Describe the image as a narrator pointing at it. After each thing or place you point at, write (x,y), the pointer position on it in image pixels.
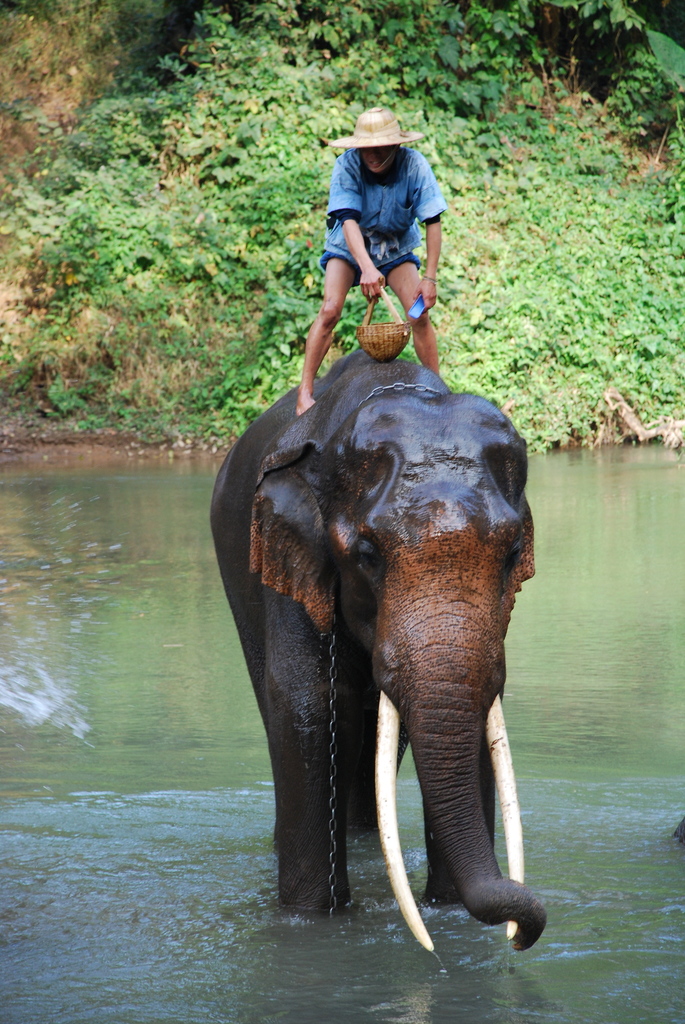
This image is taken outdoors. At the bottom of the image (196,837) there is a pond (286,913) with water (524,681). In the background (160,236) there are a few trees (136,292) and plants (449,284). In the middle of the image (364,572) there is an elephant (331,601) in the pond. A person (423,202) is standing on the elephant (404,451) and holding a basket (379,331) in hand (378,281). The elephant (404,670) is with big trunk (459,729), ears (323,520) and tusks (393,830).
